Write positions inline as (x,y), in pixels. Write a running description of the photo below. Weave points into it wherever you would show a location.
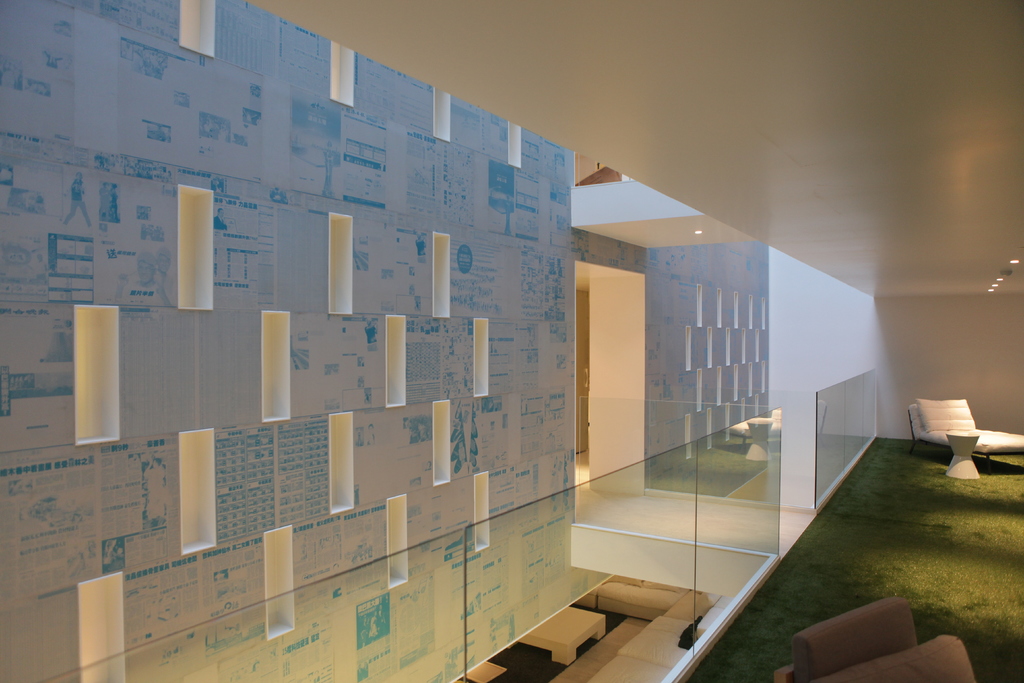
In this image we can see a glass railing (570,568). We can also see some grass (861,566), a sofa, stool (978,436), a wall (903,370) and some ceiling lights (1017,262) to a roof (859,186).
